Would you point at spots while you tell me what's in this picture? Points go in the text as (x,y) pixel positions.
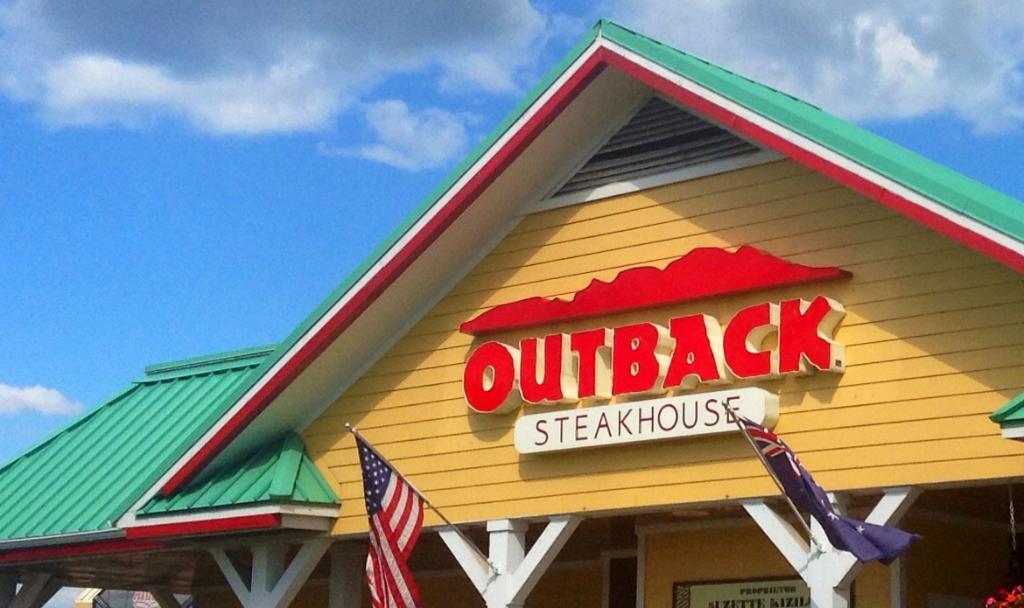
In the image we can see a building (183,513). Behind the building (1021,238) there are some clouds (781,3) and sky (105,153), on the building (204,411) there are two flags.
